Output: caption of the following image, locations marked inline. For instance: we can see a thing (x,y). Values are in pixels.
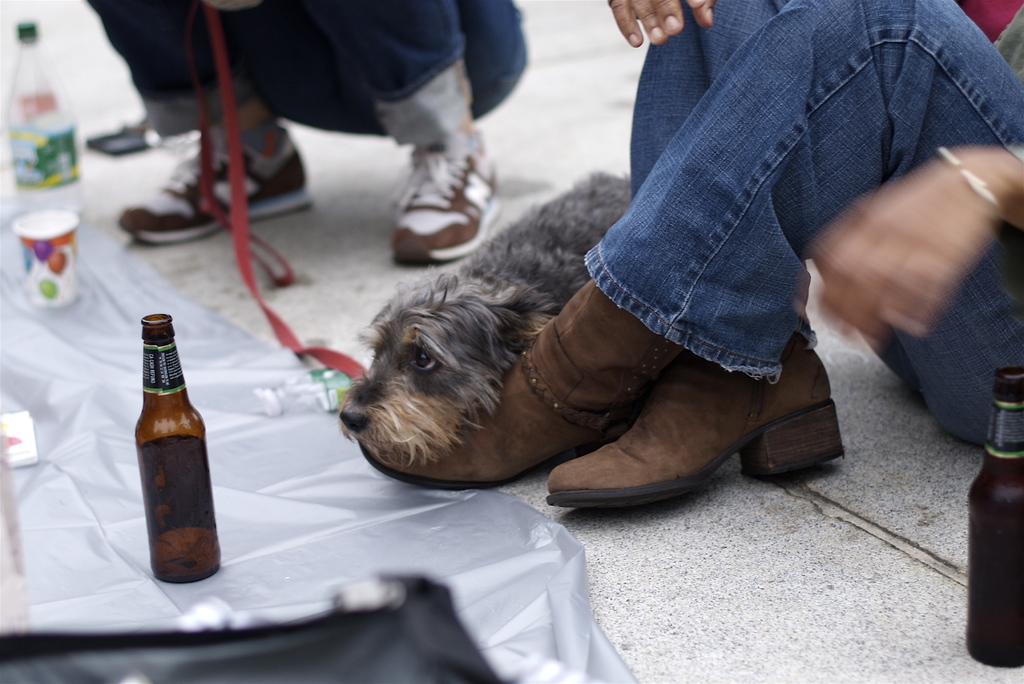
In this picture we can see bottles (171,482), glass (75,243) on a cover (327,496). We can see water bottle (65,162), puppy (487,298) on the floor (328,291) and two persons (736,136) here.
